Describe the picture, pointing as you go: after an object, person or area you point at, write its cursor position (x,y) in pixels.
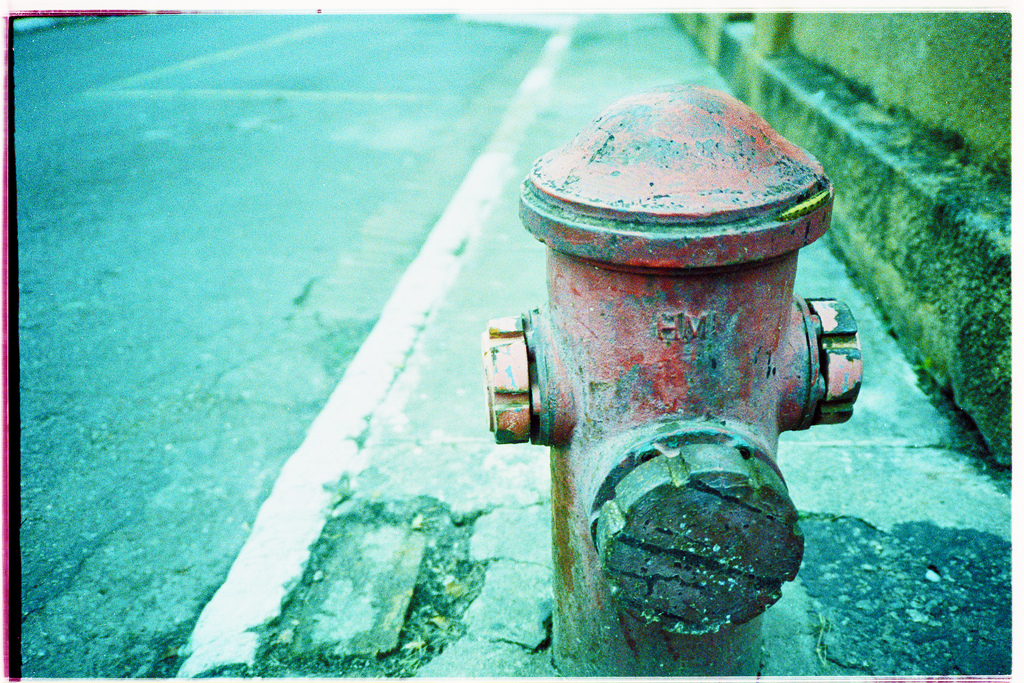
In this picture there is a fire hydrant (743,637). On the right (992,282) there is a wall (986,267). On the left (122,74) i can see the road (299,47).
